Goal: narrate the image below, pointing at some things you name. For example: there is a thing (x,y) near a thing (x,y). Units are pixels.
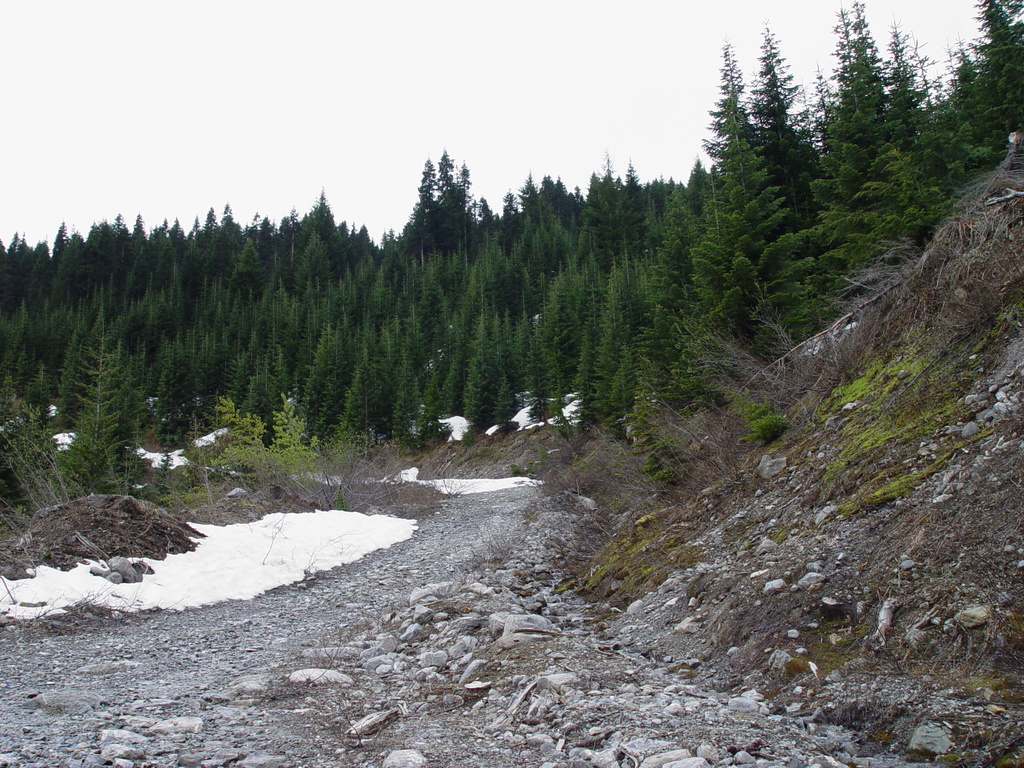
There is a small hill (829,474) and beside the hill (962,408) there are many stones (376,642) and in the left side (221,554) some area (311,540) is covered with a lot of snow (294,568) and in the background (168,366) there is a thicket (481,293).
